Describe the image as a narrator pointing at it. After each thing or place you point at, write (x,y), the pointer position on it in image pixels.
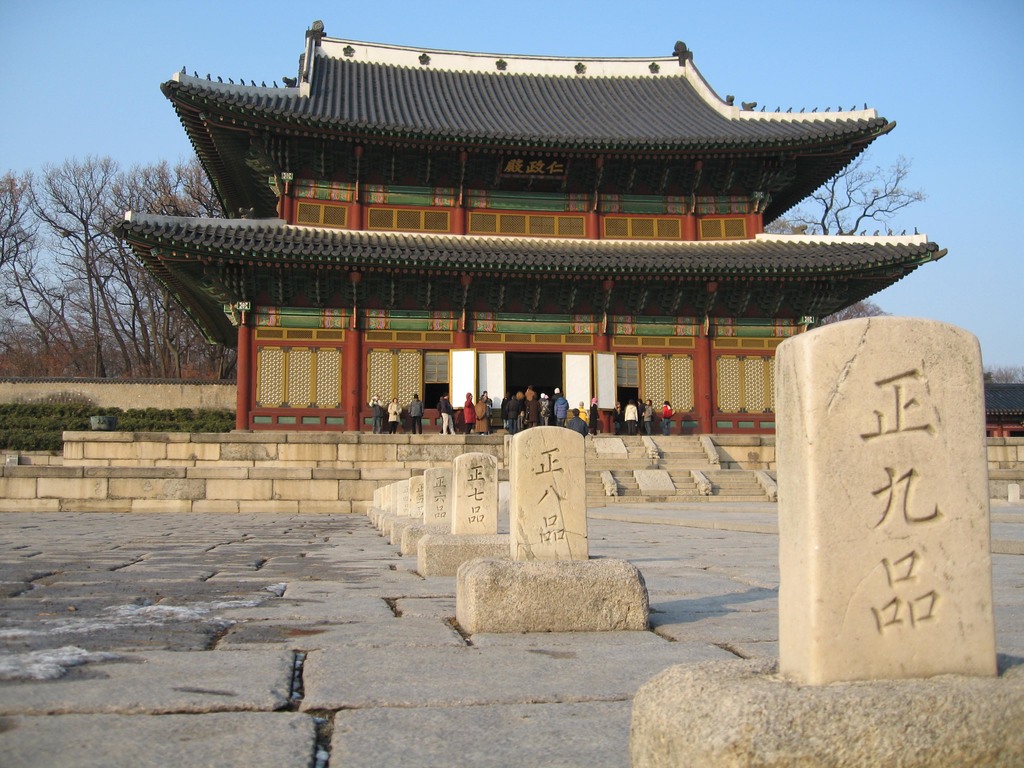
This is an outside view. On the right side (818,546) there are few pillars (462,502) placed on the rocks (523,625). On the pillars (923,632) there is some text (556,486). In the background (611,329) there is a building (585,297). In front of this building (457,356) there are many people (511,411) standing and also I can see the stairs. In the background (90,360) there are many trees (72,367). At the top of the image (823,63) I can see the sky (887,70) in blue color.
